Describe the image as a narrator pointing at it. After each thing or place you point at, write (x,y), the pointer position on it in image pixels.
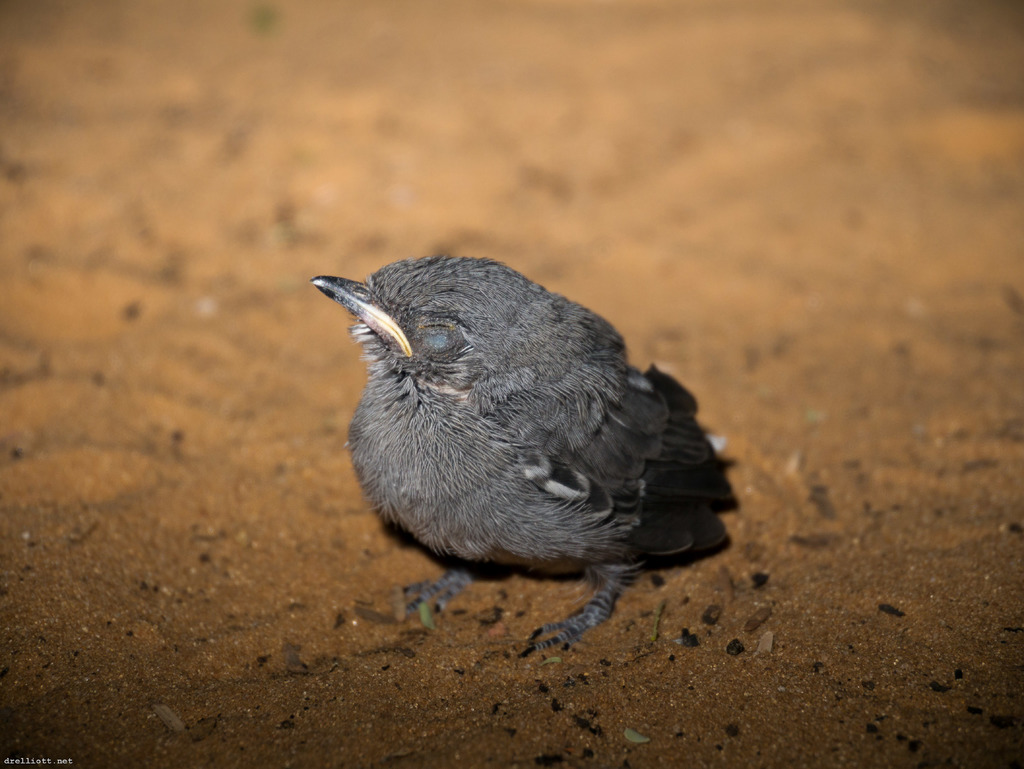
In this picture there is a small bird (584,382) in the center of the image (523,332).
